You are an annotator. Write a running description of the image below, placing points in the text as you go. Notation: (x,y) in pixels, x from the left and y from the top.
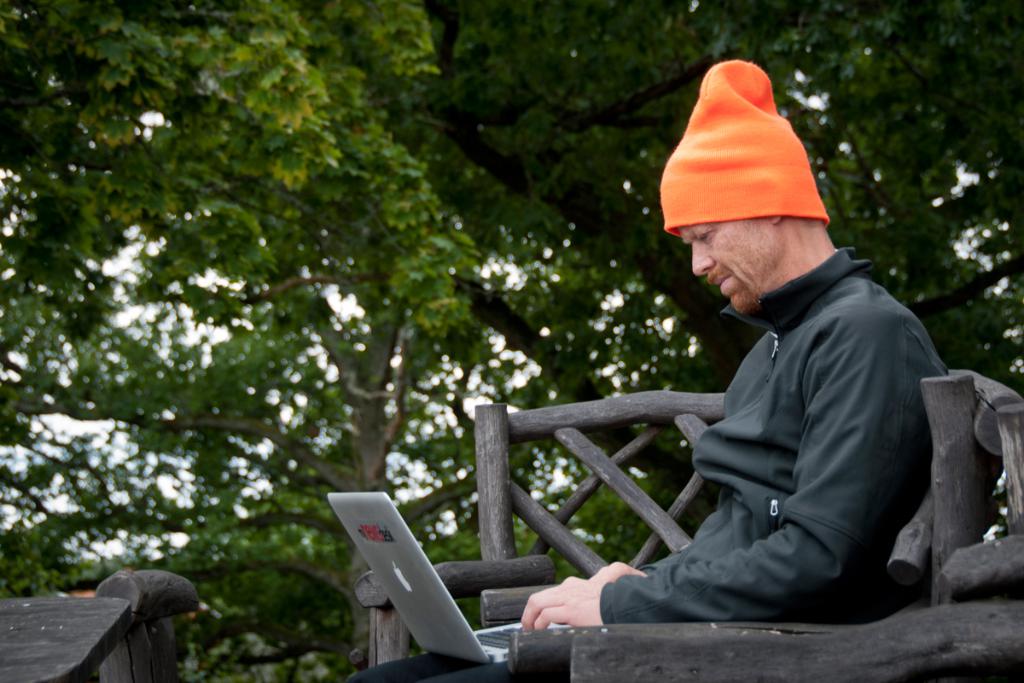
In the foreground of the picture (626,671) there is a wooden chair (614,465), in the chair (494,507) there is a person (752,468) sitting holding a laptop (416,587). The background (283,121) is blurred. In the background (550,192) there are trees (649,278). On the left (117,610) there is a wooden object (78,624).
